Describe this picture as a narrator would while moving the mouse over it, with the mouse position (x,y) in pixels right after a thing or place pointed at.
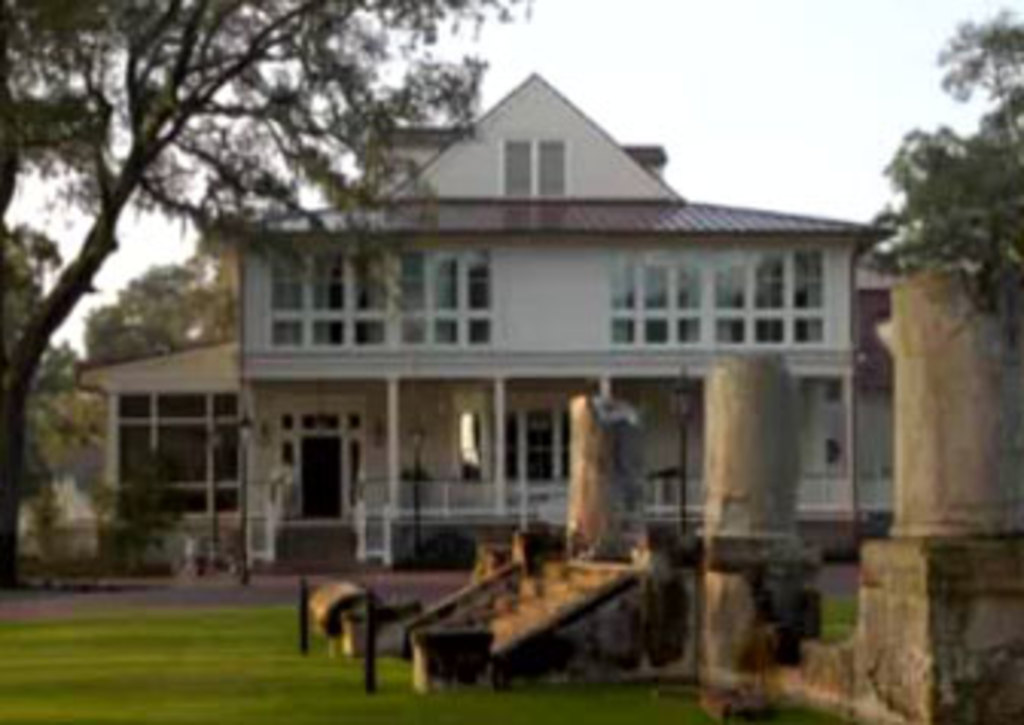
In this image at the bottom (657,718) we can see grass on the ground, poles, steps (429,636) and pillars (958,397). In the background (414,300) we can see a building (468,312), windows (414,300), trees (6,134), doors (322,471), fence (367,508) and sky (689,168).
